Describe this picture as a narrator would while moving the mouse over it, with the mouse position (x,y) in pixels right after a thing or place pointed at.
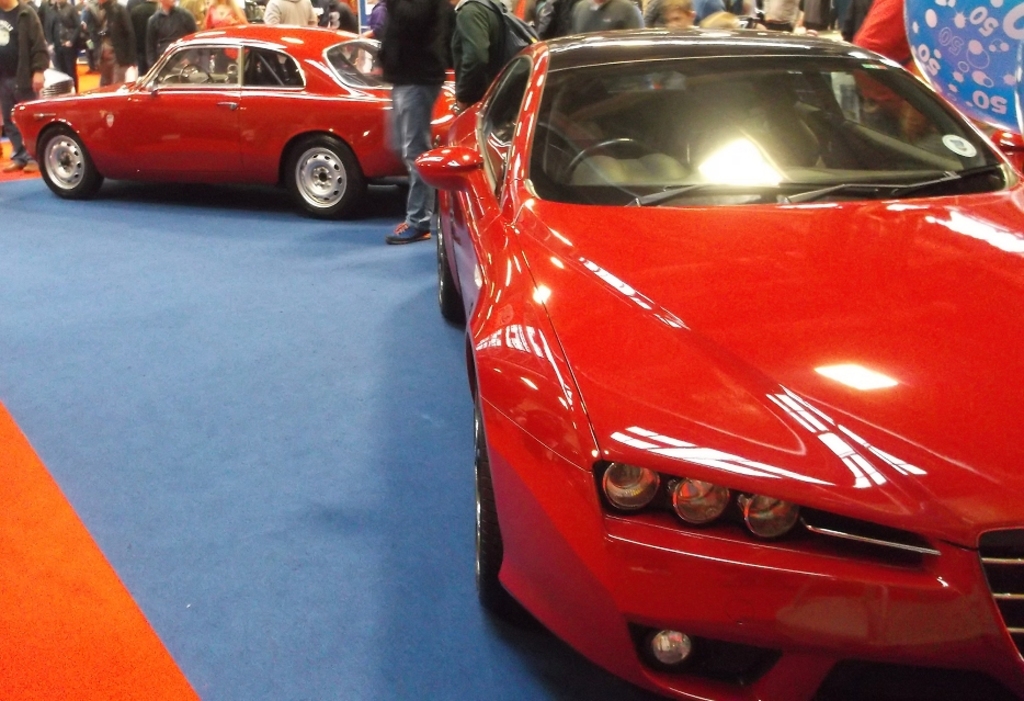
In the foreground of the picture (461,196) there is a red color car (720,245) and blue color mat (285,542). In the background (339,28) there are people (20,30), car (247,68) and other objects (525,36).
